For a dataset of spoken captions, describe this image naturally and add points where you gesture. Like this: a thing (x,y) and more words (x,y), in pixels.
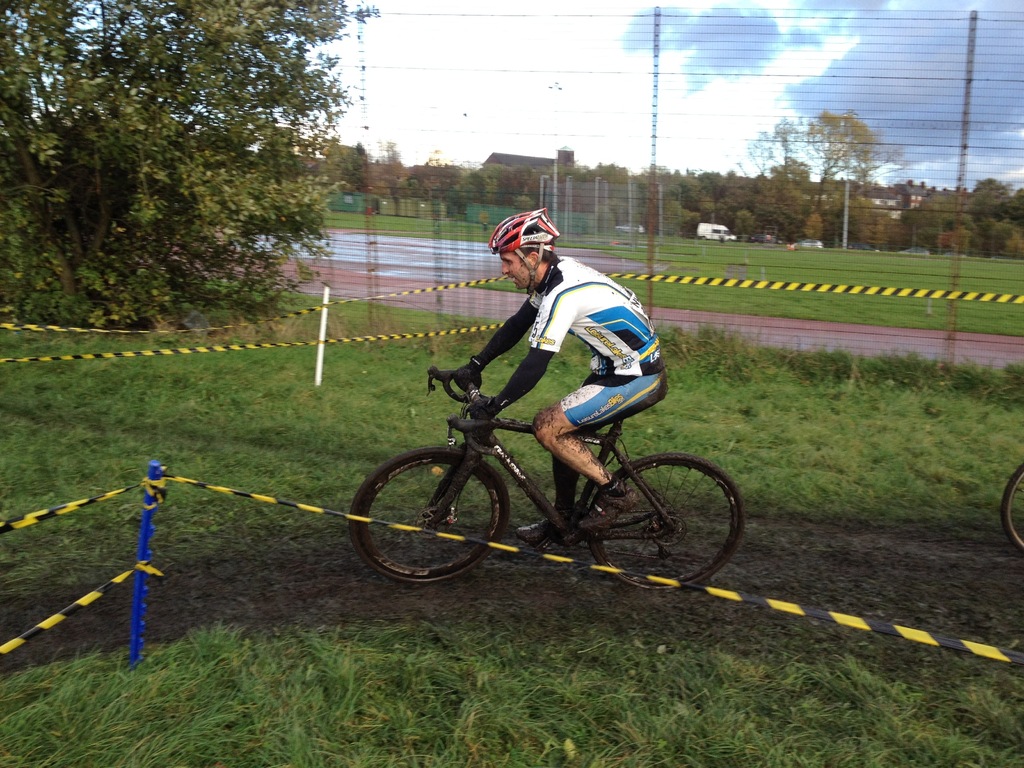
In this image I can see in the middle (625,398) a man (633,348) is riding the bicycle (627,468), he is wearing a t-shirt (614,358), short (604,382), helmet (554,243). At the back side (632,218) there are trees (184,228), at the top (626,82) it is the sky (672,82), at the bottom (398,733) there is the grass (417,728).
